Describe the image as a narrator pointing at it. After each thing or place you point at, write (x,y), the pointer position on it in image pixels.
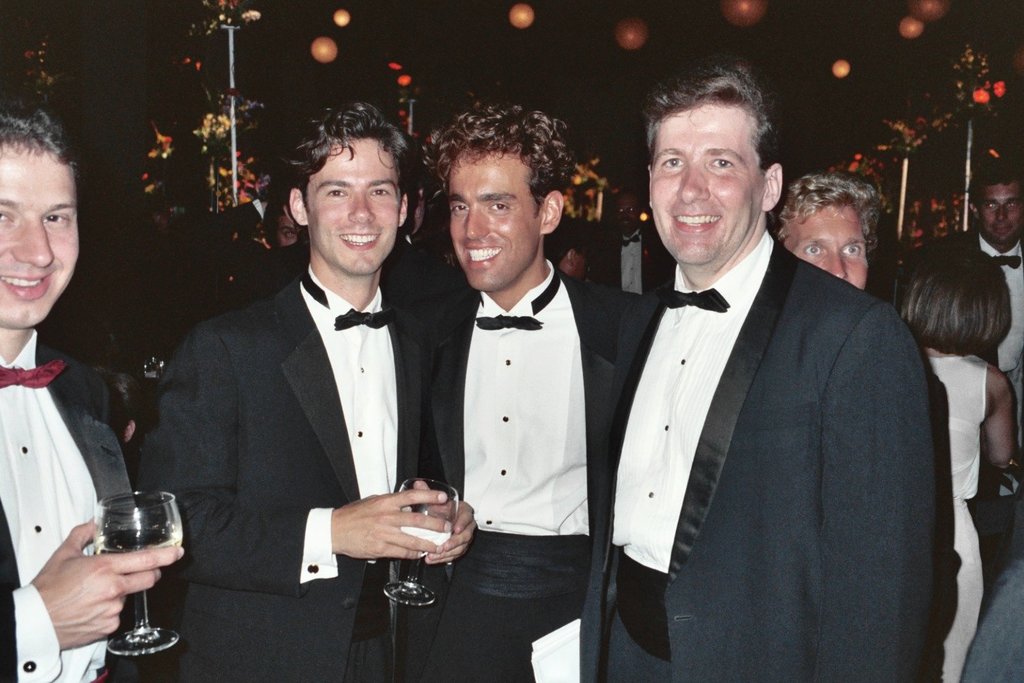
In this image, there are four persons (611,414) standing and smiling. Behind the four persons (513,156), there are groups of people (636,244), poles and lights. There is a dark background (153,304).
